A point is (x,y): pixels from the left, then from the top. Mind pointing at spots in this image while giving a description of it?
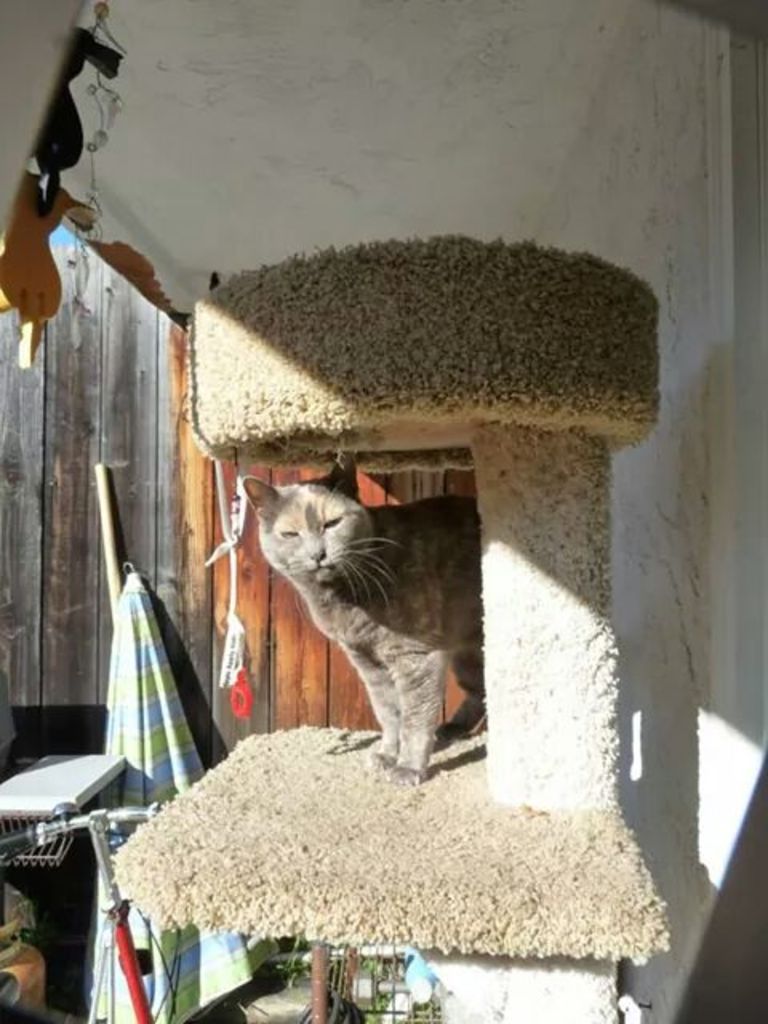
In this picture there is a cat (351,479) standing on the object (545,623). At the back (38,527) there is a wooden wall (38,527) and there is an umbrella (191,998) and there are objects (70,783). At the top (79,42) there are objects (82,54) on the wall (96,395). At the bottom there might be grass (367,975).
